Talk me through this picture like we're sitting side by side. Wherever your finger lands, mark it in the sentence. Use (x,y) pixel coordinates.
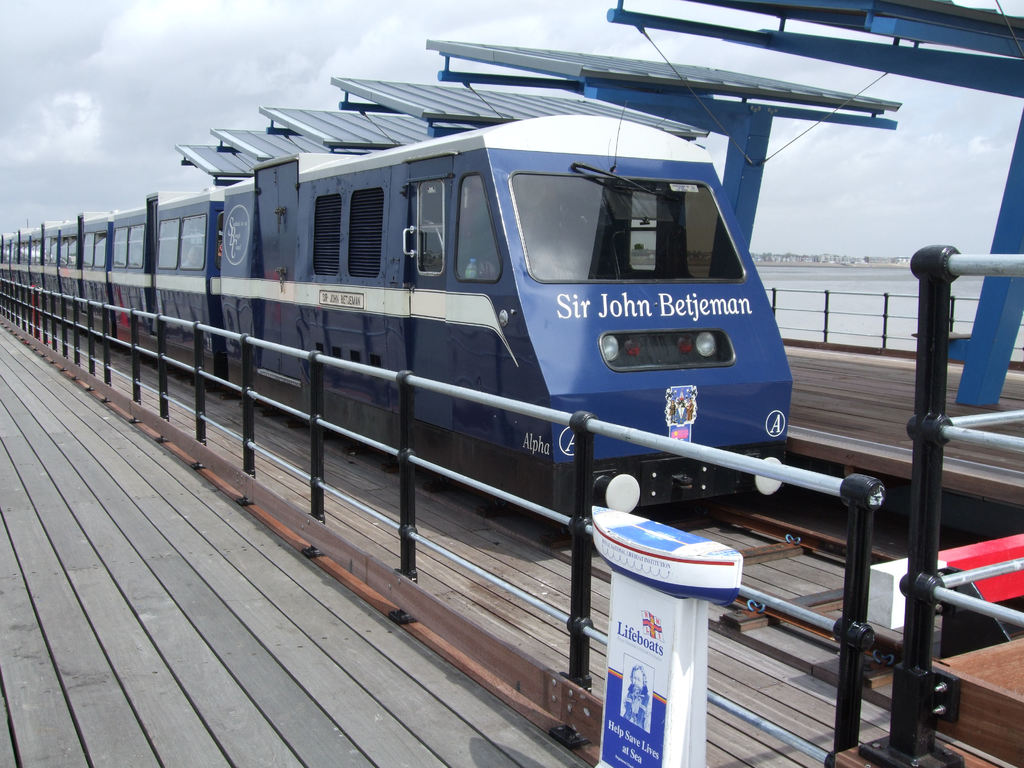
In this image there is a train (373,300) on the railway track (737,529) and there are solar panels (718,71) above it. There is fencing (201,410) on either side of the train (661,299). On the left side (123,563) there is a wooden floor (125,595) beside the fencing (273,503). At the top (130,41) there is sky (126,29).
